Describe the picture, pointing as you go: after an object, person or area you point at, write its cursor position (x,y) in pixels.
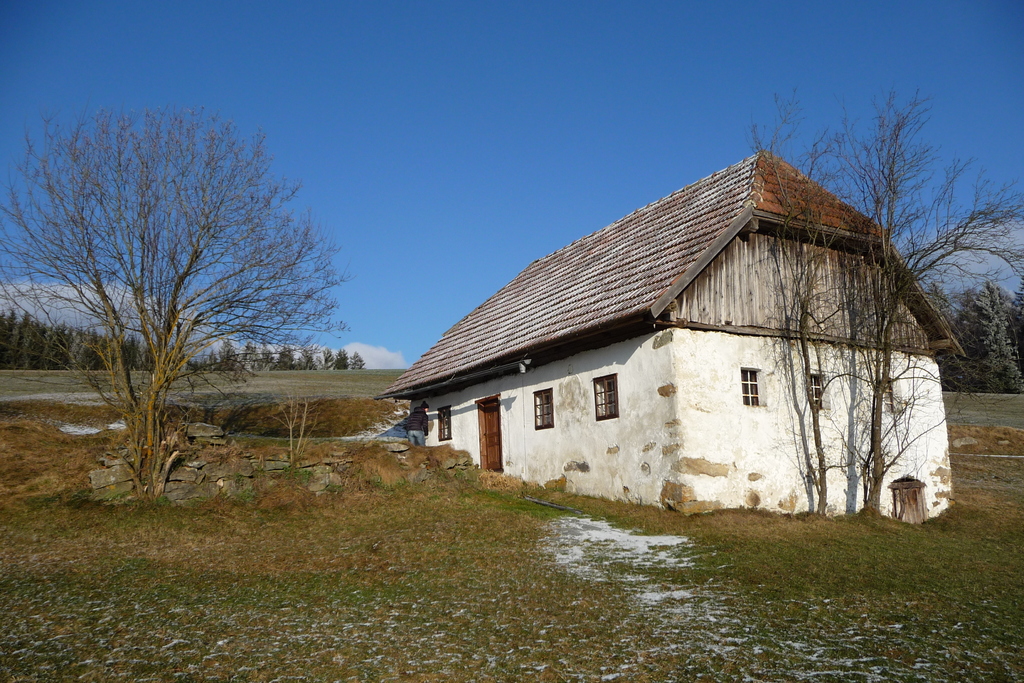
In this image we can see one house (712,303), one object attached to the wall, there is a small rock wall (248,478) near the house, some snow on the ground (412,555), some snow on the house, some dried trees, some snow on the trees (163,411), some trees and grass (177,513) on the ground (1021,619). At the top (422,166) there is the blue sky (481,146) with white clouds (1001,266).
